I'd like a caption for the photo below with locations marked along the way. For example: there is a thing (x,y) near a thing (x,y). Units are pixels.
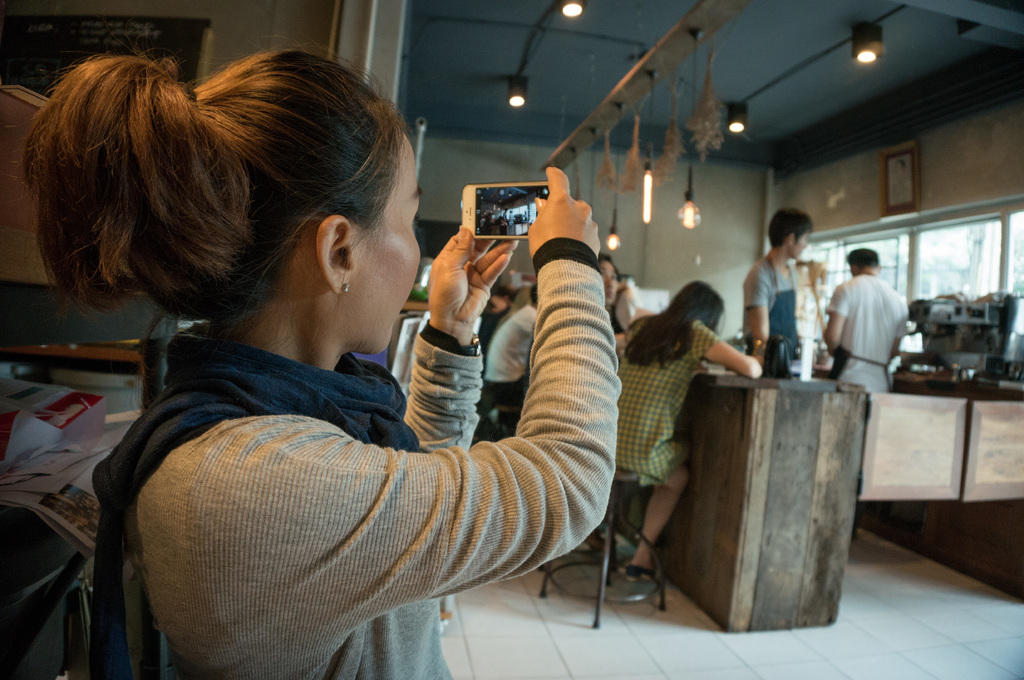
In this image I can see a woman (310,417) holding a mobile (484,223) in her hand (553,184). In the background (673,367) I can see few persons (781,256) standing, few persons (629,308) sitting on chairs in front of the desk (783,423), the wall (733,223), the ceiling (796,27), few lights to the ceiling (779,47) and the windows (945,285) through which I can see few buildings (967,257) and the sky (938,258).
